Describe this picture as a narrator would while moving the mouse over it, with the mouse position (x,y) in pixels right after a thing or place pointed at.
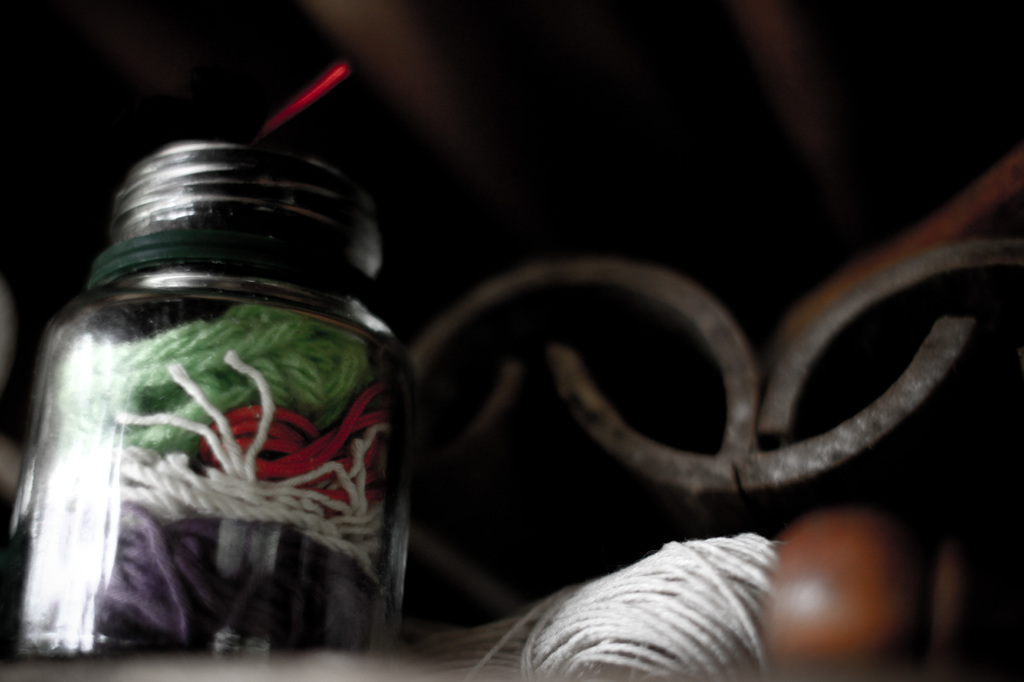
In this image we can see a glass bottle (185,230). Inside the bottle (189,443) colorful threads (206,493) are there. Right side of the image (700,579) white color thread bundle (671,608) and metal (742,400) is present.
